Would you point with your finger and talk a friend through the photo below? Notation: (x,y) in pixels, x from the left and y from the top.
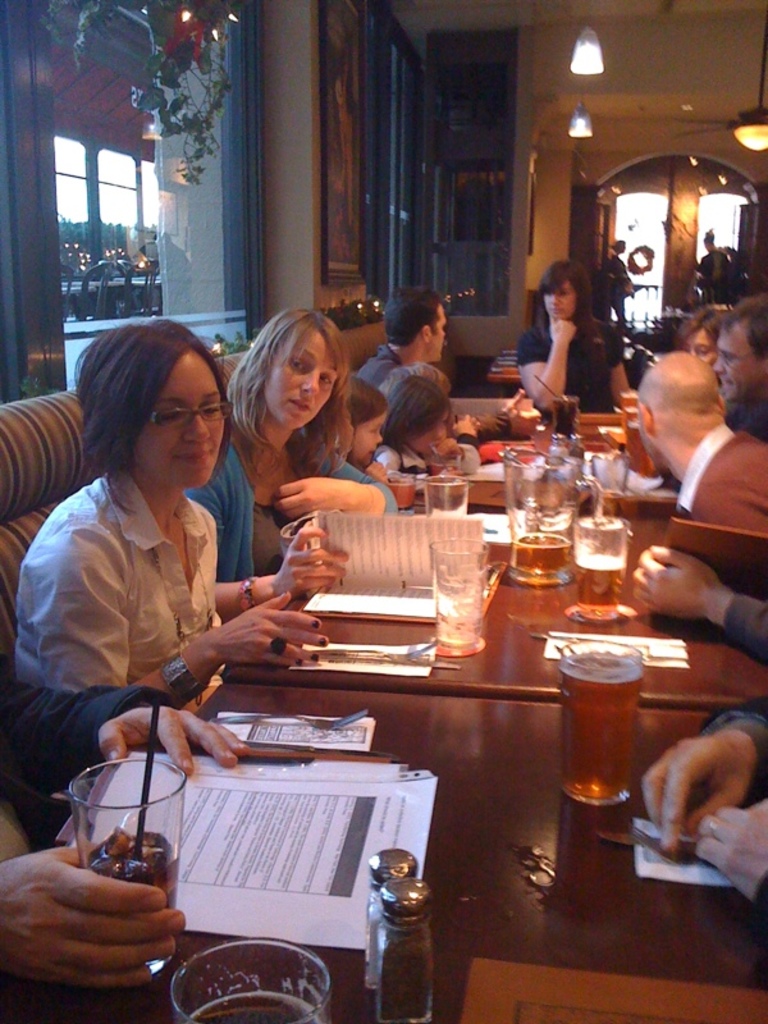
In this image I can see few people (763,833) are sitting. I can see few papers (342,788), glass (162,886) and few objects (411,923) on the table (492,746). Back I can see a glass window (168,185), lights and frames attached to the wall (516,136).
